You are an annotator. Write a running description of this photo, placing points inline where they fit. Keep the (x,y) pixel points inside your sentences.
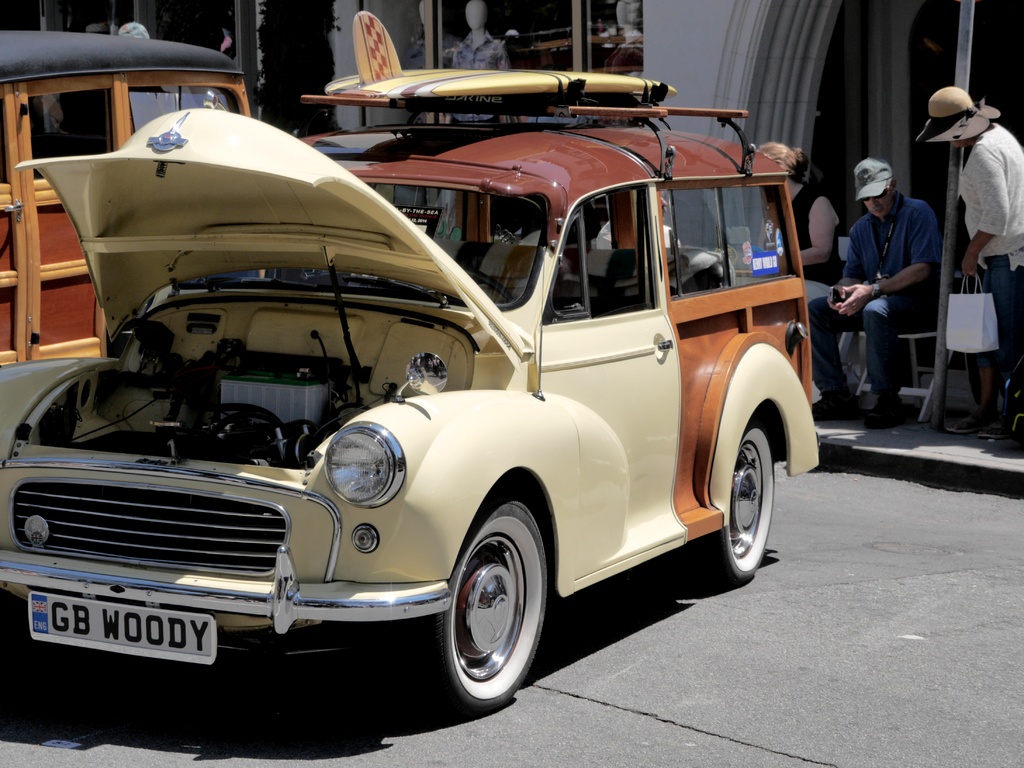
There are vehicles (626,419) on the road (720,655). Here we can see three persons (880,395). These two persons (896,412) are sitting on the chairs (922,335) and he is holding a bag (987,332) with his hand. In the background (804,62) we can see mannequins (478,22), wall (804,50), and a pole (939,418).
